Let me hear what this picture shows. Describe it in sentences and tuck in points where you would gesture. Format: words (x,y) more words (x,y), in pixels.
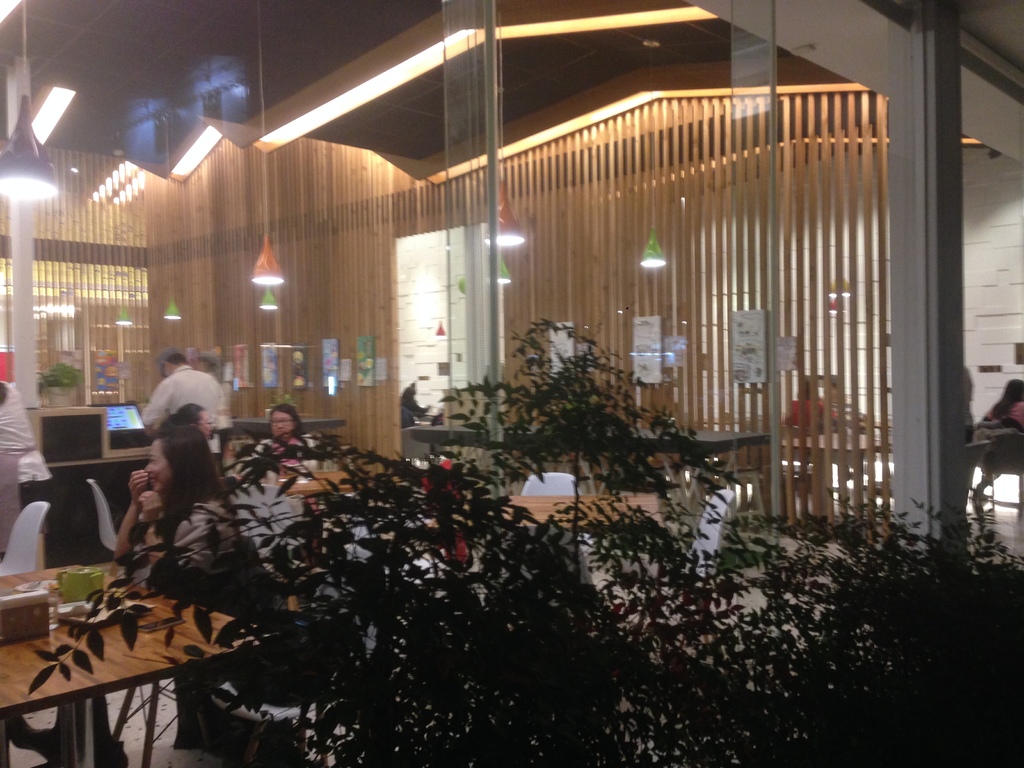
There are three people (170,467) sitting on the chairs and two people (174,398) standing. This is a table (52,641) with few objects (92,574) on it. I can see two empty chairs (21,531). This is a small tree (601,635). This looks like a glass doors (454,360). I can see lamps (509,221) hanging to the rooftop (256,24). These are the posters (751,339) attached to the wall (327,281). This looks like a wooden pillars (824,293). This is the wall (991,288). At the right corner of the image (1021,386) I can see another person (997,405) sitting. I can see computer screen (140,430) inside the glass door (127,431).
